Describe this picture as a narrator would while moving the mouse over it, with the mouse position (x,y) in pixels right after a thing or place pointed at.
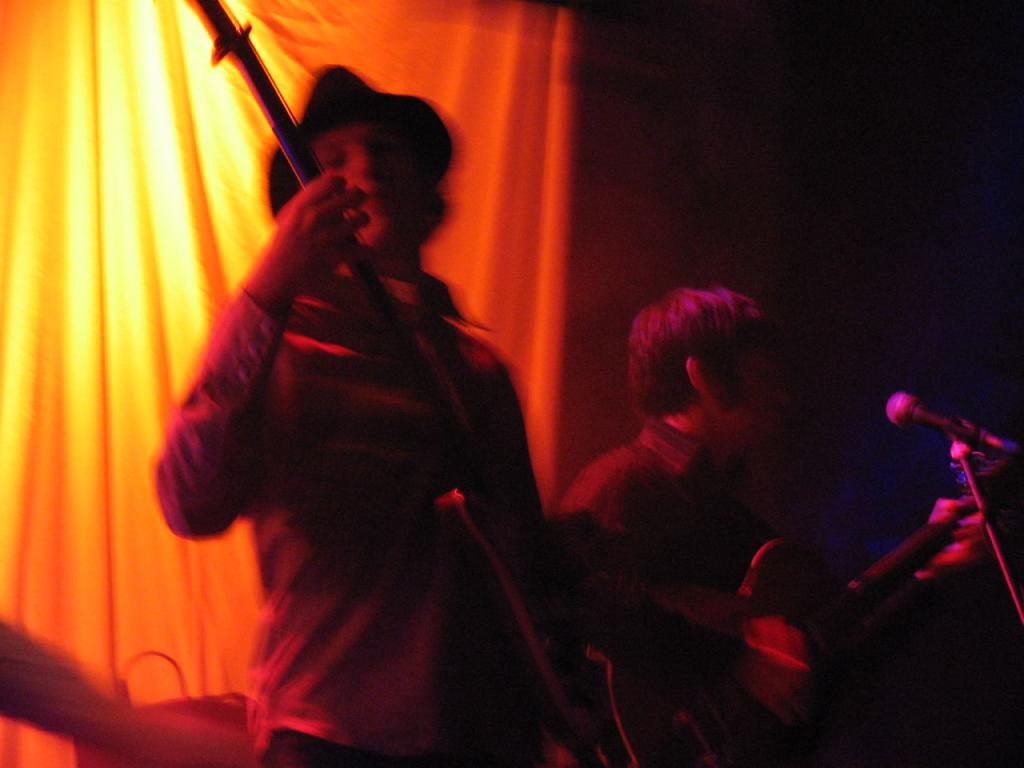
This person (487,422) wore hat (377,119) and holds a stand (282,116). This person (680,579) holds guitar (873,567) in-front of mic (952,431).
